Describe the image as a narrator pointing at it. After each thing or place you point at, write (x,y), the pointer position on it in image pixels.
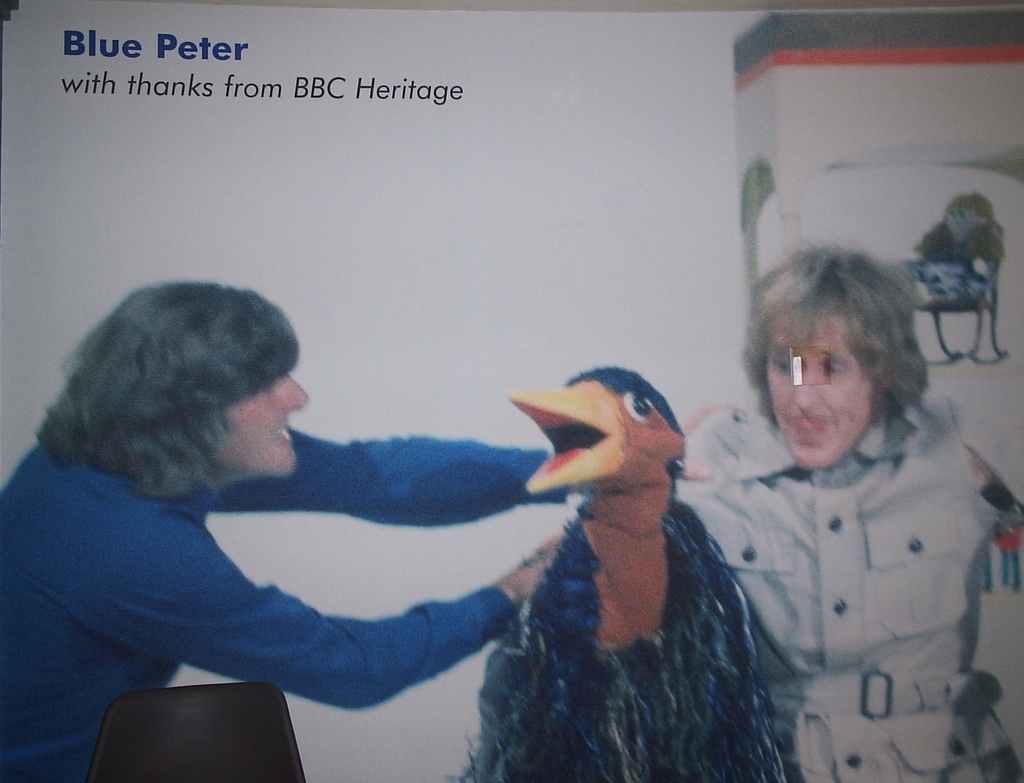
In this picture I can see the poster (495,339). I can see two persons (489,466) in the poster (527,463).
